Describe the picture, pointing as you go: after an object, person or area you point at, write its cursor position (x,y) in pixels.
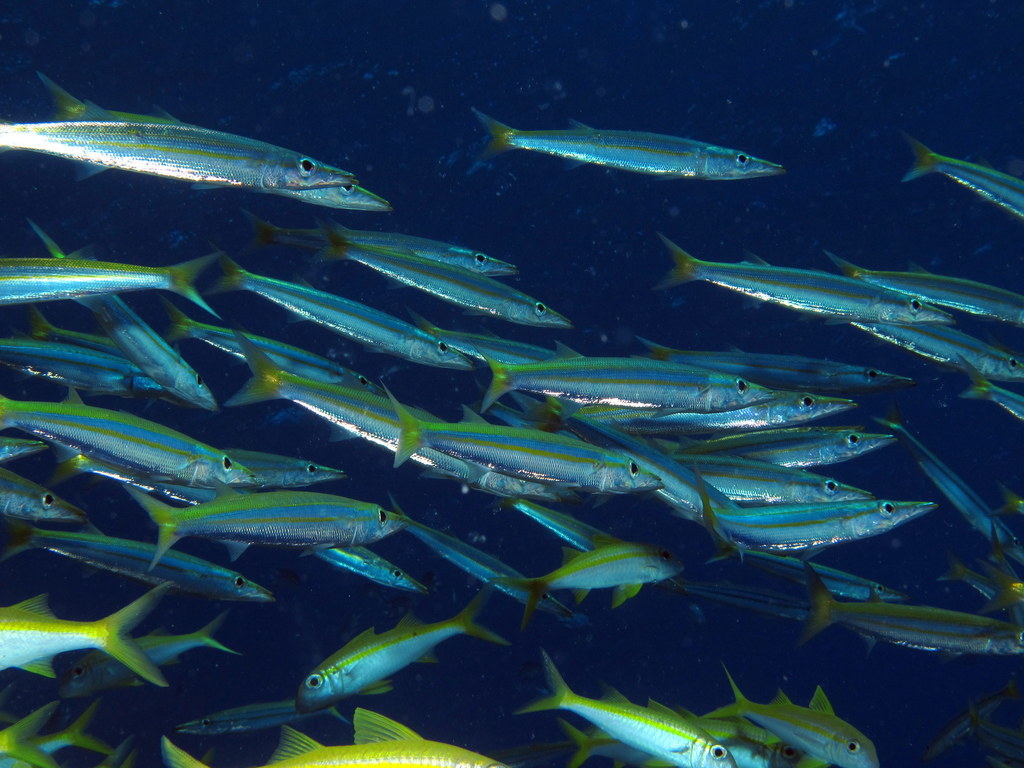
In this picture, we see the fishes (734,446) are swimming in the water (790,673). This picture might be clicked in the aquarium (535,334) or in the pond (771,111).
